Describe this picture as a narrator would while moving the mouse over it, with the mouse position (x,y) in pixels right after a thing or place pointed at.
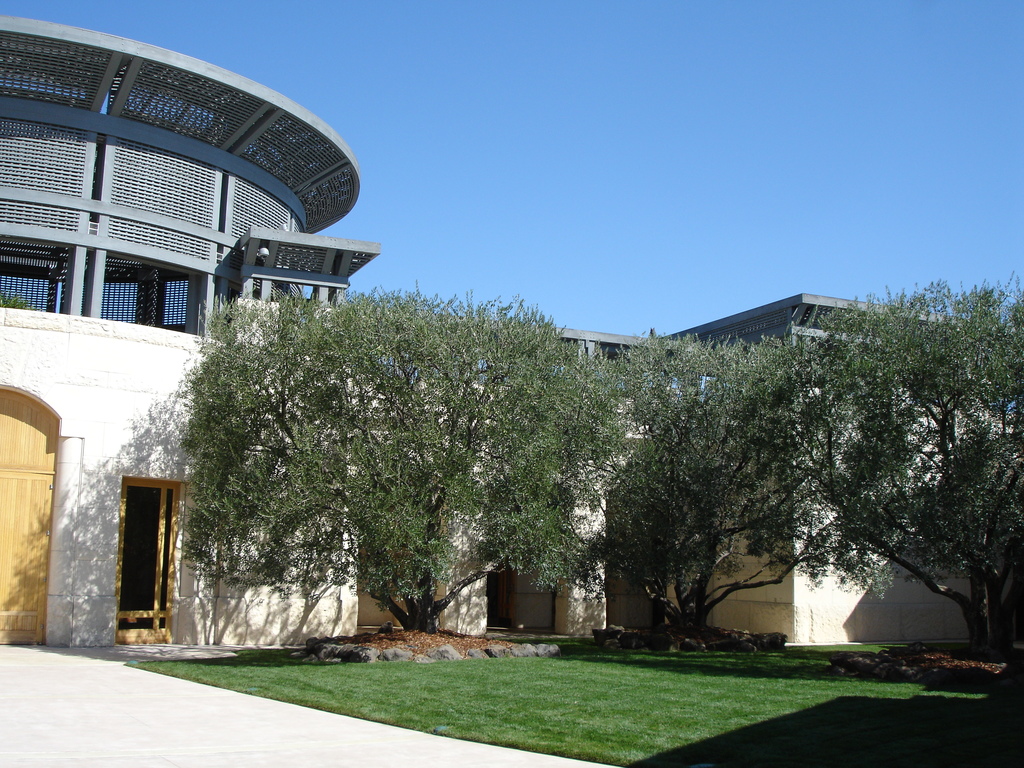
This image consists of grass (504,694), trees (307,367), buildings (112,486), doors (167,527), metal rods (0,199) and the sky (603,51). This image is taken may be during a day.
